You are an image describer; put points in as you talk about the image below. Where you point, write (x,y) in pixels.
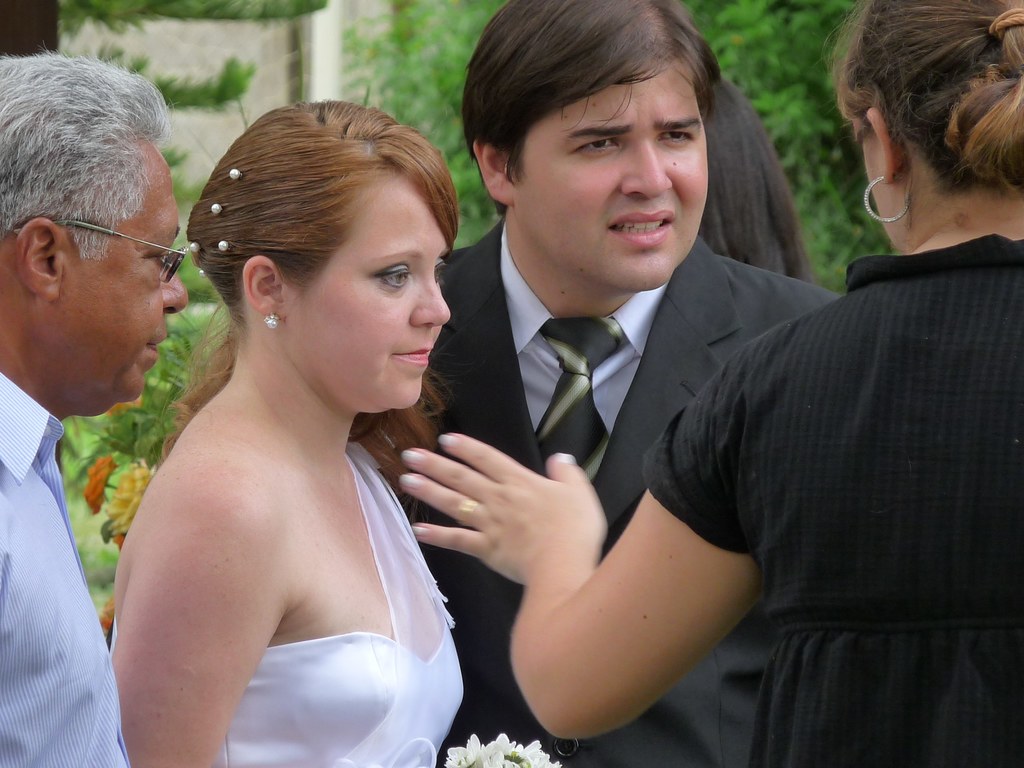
In this image we can see two men (589,475) and women (561,456). One man (635,323) is wearing black color coat (651,352) and the other one (50,695) is wearing blue color shirt (49,576). Woman (284,720) is wearing white color dress (333,713) and the other woman (845,565) is wearing black color dress (940,518). Behind them plants (147,413) are there.
